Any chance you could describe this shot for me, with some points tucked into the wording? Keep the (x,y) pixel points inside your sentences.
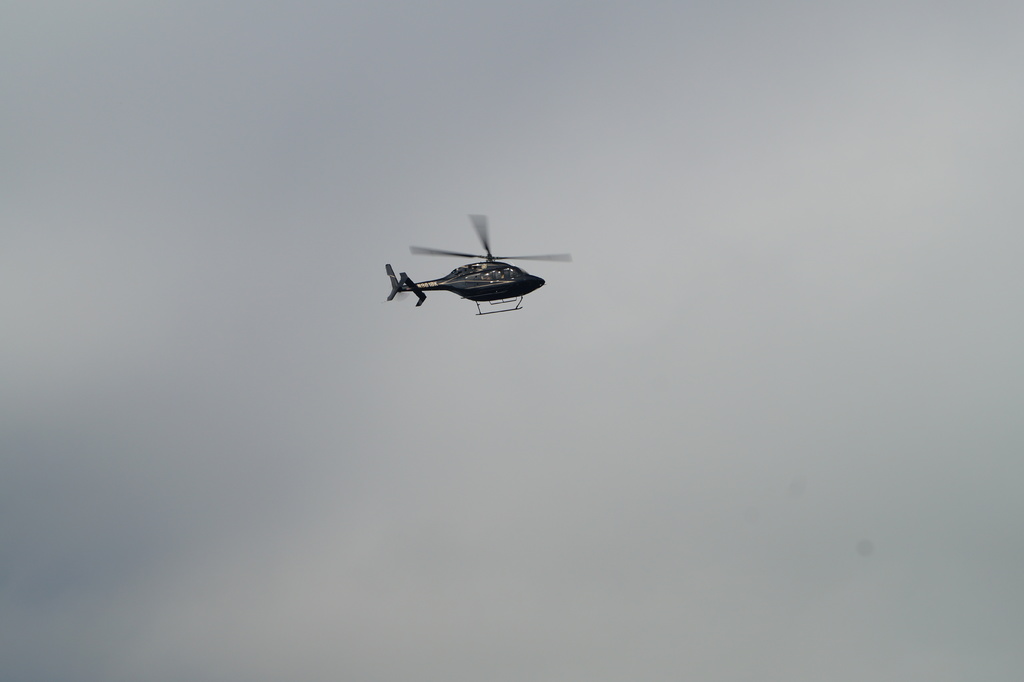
In this image there is a helicopter (483,271) flying in the sky (542,304).
